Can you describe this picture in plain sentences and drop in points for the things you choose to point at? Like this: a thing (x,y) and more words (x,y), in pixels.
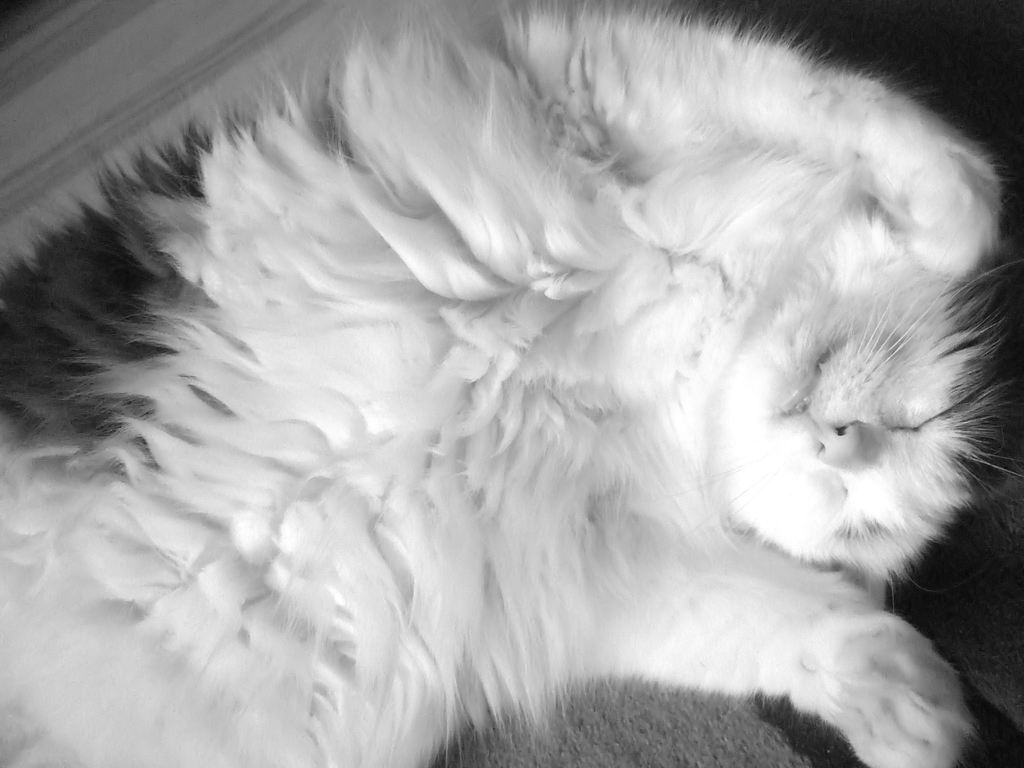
This cat (371,272) is sleeping. It is white and black color.
